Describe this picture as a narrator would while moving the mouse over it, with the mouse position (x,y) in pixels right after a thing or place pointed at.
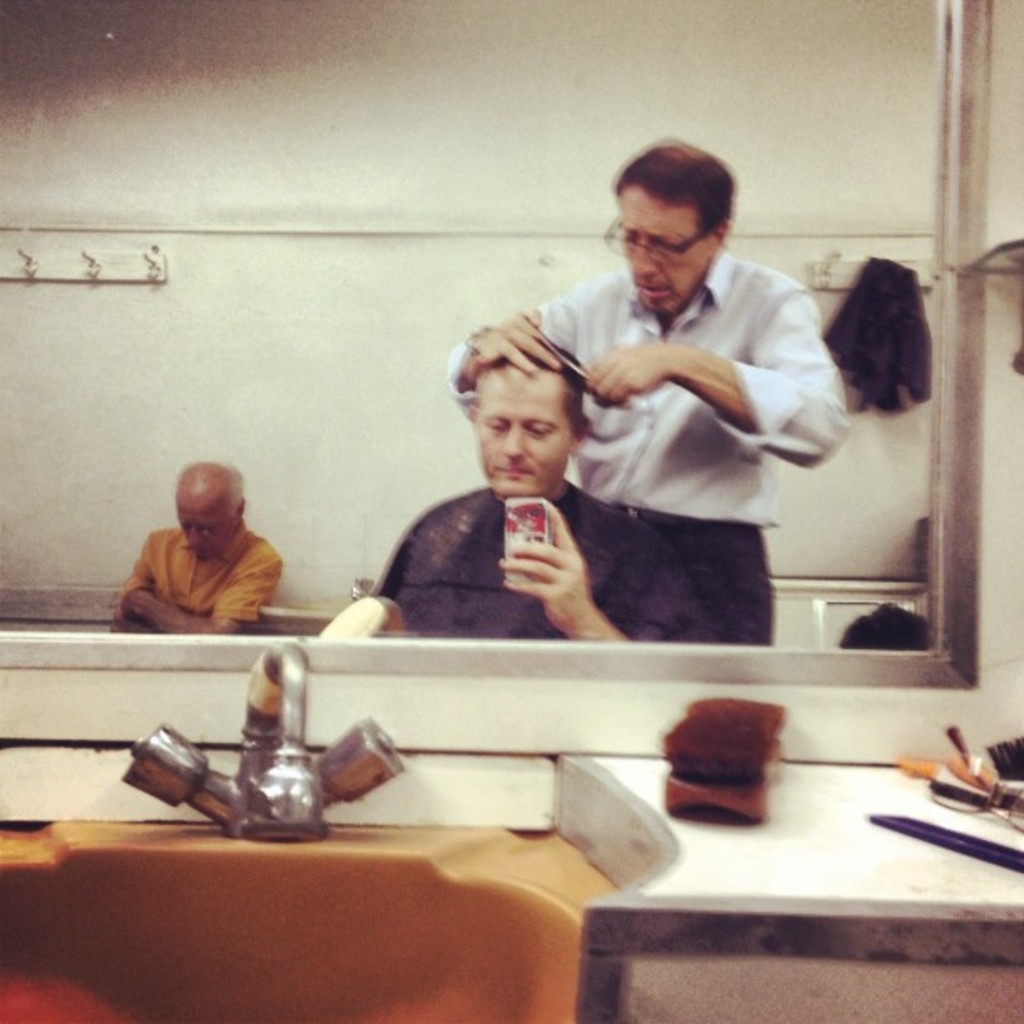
In this image as we can see there is a mirror (287,374) and there is a reflection (428,545) of a three persons (481,445) in the middle (630,510), and there are some objects (952,844) kept at the bottom of this image (921,836).
